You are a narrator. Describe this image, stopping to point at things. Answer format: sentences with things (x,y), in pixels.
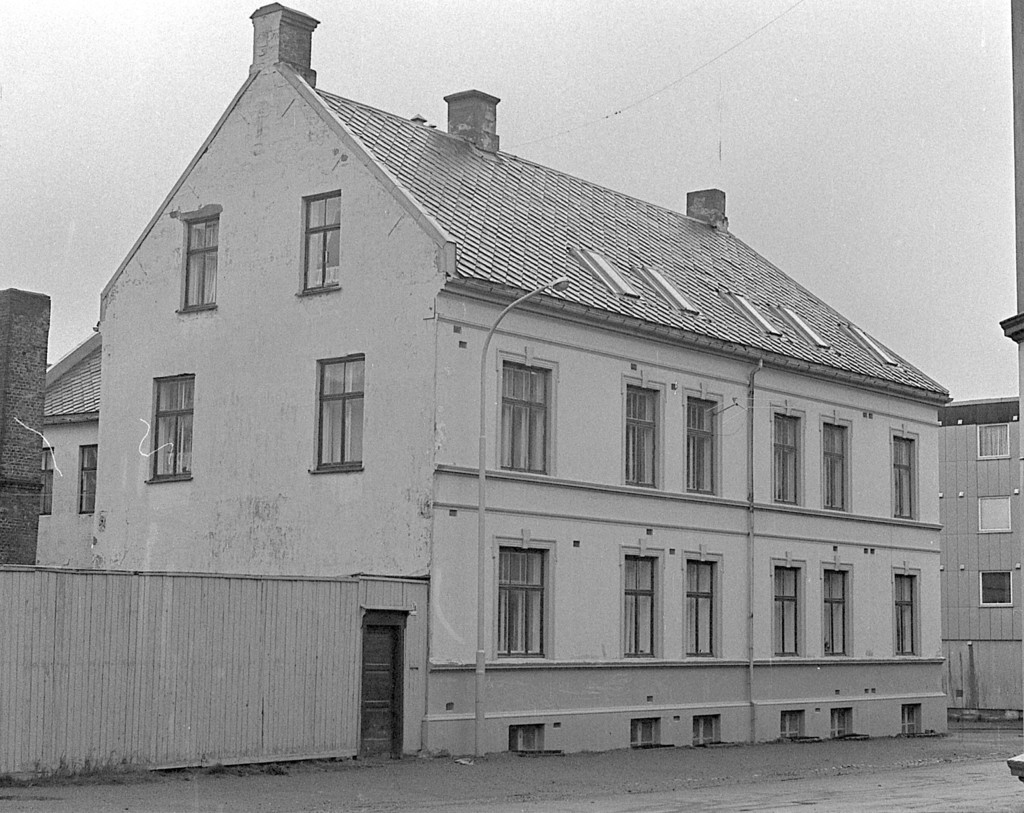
In this image there are buildings (595,591), light poles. On the left side of the image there is a closed door (391,693). There is a wall (257,654). At the top of the image (747,60) there is sky (766,57).
